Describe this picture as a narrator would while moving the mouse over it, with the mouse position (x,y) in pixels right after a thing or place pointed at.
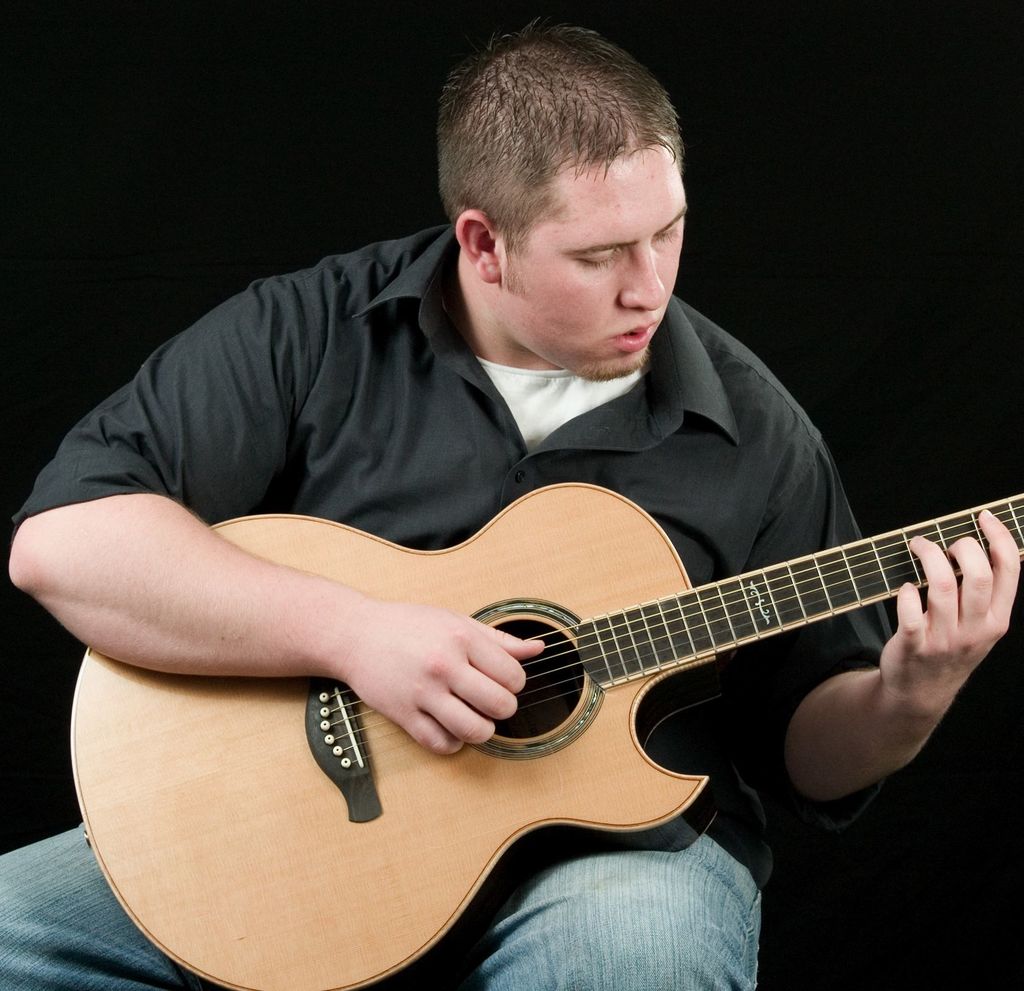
In this picture we can see a man (192,979) who is playing guitar (819,553). He wear a black shirt (424,439).
